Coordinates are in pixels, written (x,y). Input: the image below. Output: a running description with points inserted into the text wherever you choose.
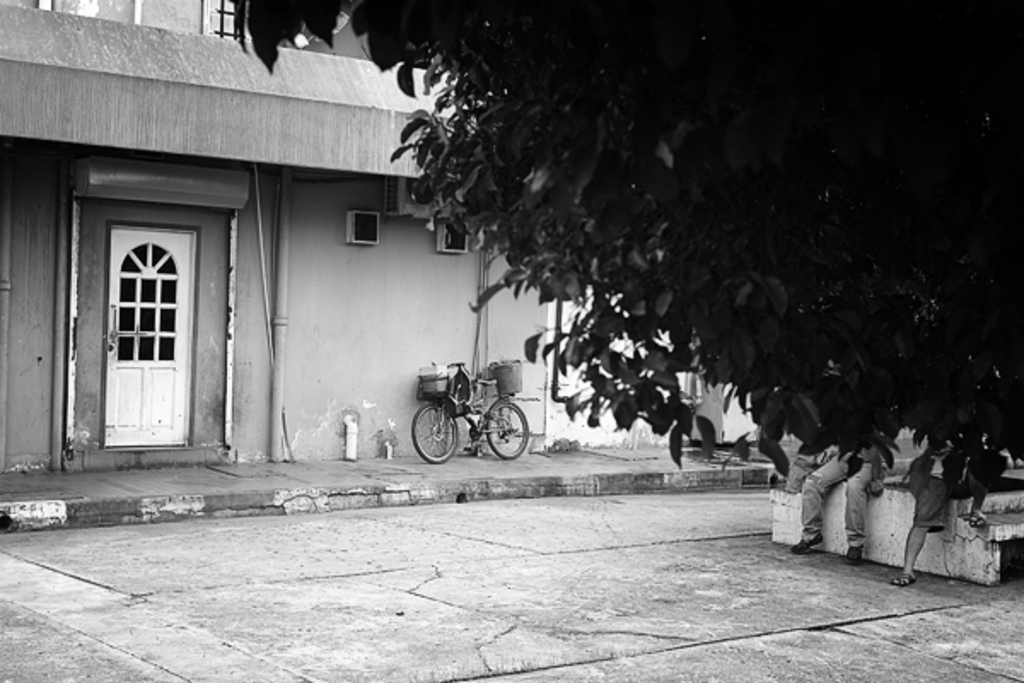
This is a black and white image, in this image there is a tree (800,289) beside the tree (790,356) two people (847,477) are sitting on a bench (831,495), in the background (352,78) there is a house (412,443) in the house (218,382) there is a path (412,495) on that path (431,495) there is a bicycle (476,386).
